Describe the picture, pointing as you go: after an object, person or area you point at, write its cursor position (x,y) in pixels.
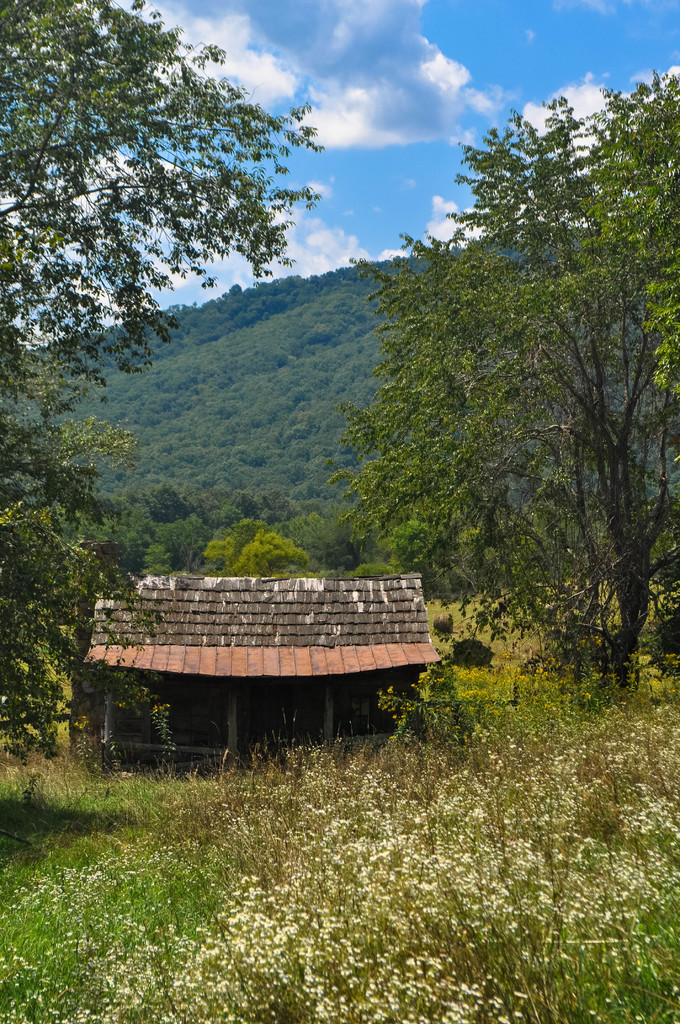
In the center of the image (273,670) there is a shed (200,606). At the bottom (218,775) there are plants (397,834) and we can see grass (73,828). In the background (159,353) there are trees (327,365), hills (343,360) and sky (391,224).
